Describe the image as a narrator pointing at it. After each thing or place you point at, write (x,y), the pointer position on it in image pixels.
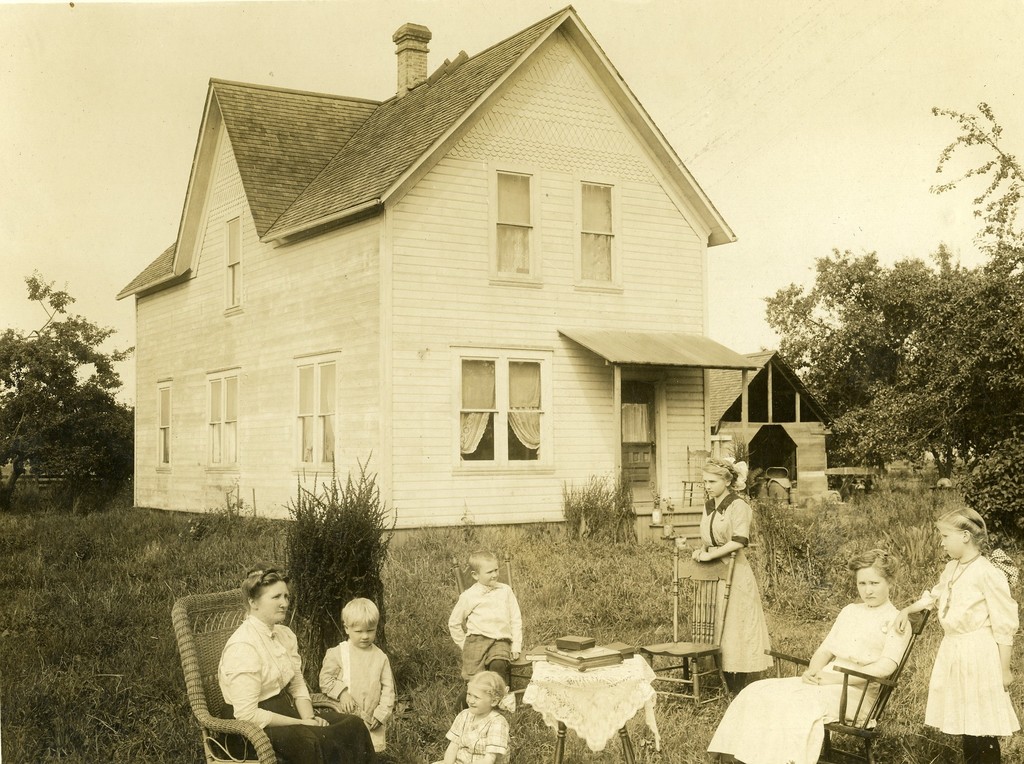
In this picture I can see there are some people (776,734) sitting here and there is a building (301,293) in the backdrop (165,441).
